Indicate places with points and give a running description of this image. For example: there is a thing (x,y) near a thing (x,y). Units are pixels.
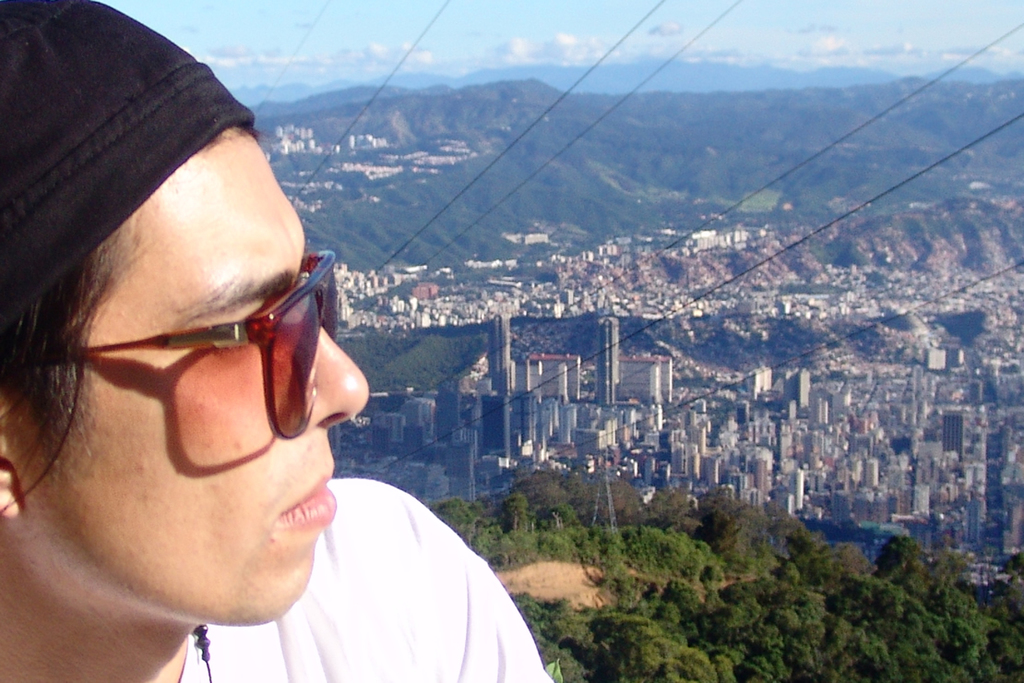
In this image there is a person (205,292) with spectacles (310,367), and there are trees (615,577), buildings (971,434), cables (272,90), hills (415,133), sky (868,23).
